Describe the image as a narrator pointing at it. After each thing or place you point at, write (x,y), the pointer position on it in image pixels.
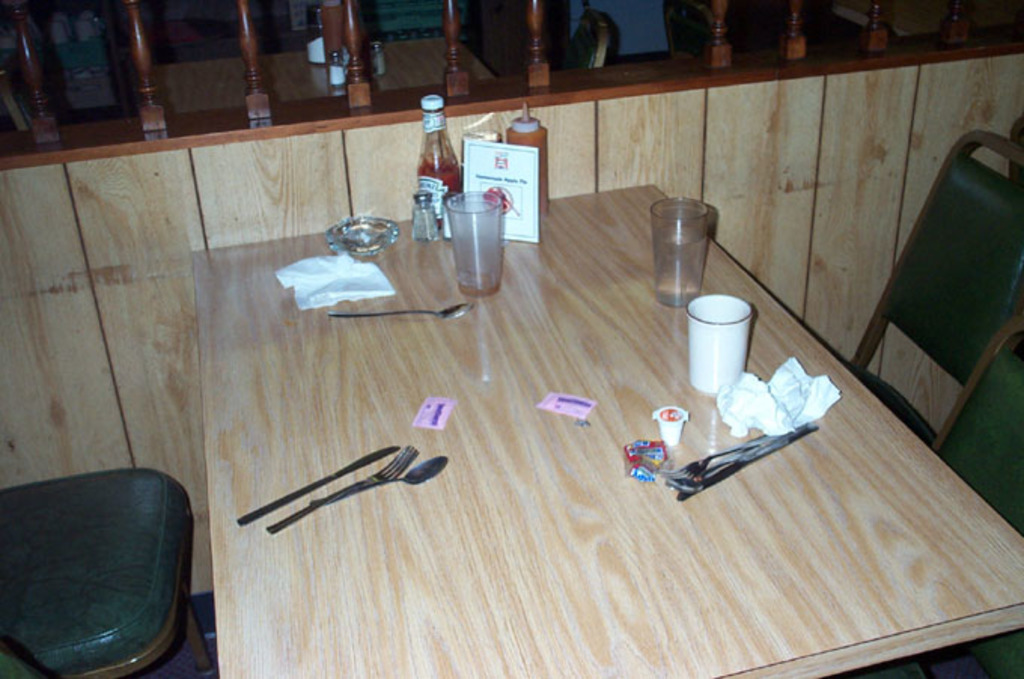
In the center of the image (635,233) there is a table (384,261) on which there are objects (740,354). To the left side of the image (180,563) there is a chair (178,547). In the background of the image (84,160) there is a wooden fencing (722,100). To the right side of the image (990,465) there are chair (925,433).
